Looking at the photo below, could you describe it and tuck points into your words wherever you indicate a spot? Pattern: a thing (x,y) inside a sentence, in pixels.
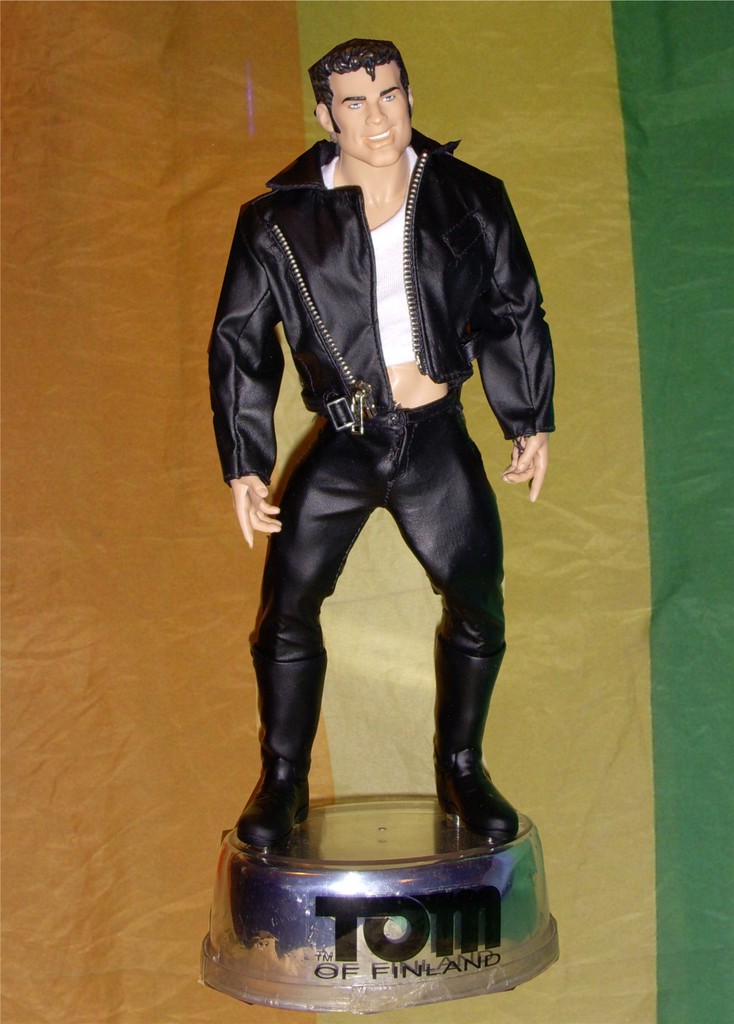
In the image there is a statue (424,420) of a person (477,642) on the round shape object (415,905). And also there is text (402,965) on that object (261,936). Behind that statue (329,172) there are different colors.
